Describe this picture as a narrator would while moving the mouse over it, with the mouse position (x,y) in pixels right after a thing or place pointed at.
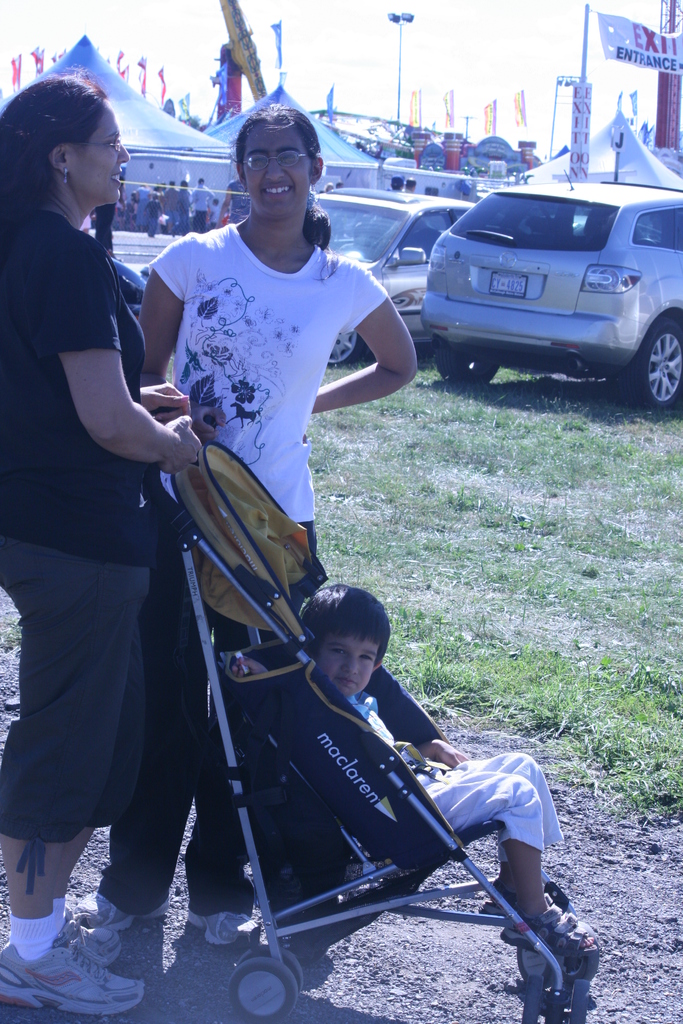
In this picture we can see a woman (91,423) holding a baby carrier (263,542). We can see a child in this baby carrier (243,778). A person (294,369) is standing on the path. Some grass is visible on the ground (446,412). We can see few tents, streetlights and some people (150,220) are visible in the background (239,205). A banner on the poles (585,49) is seen on the right side (655,49).
